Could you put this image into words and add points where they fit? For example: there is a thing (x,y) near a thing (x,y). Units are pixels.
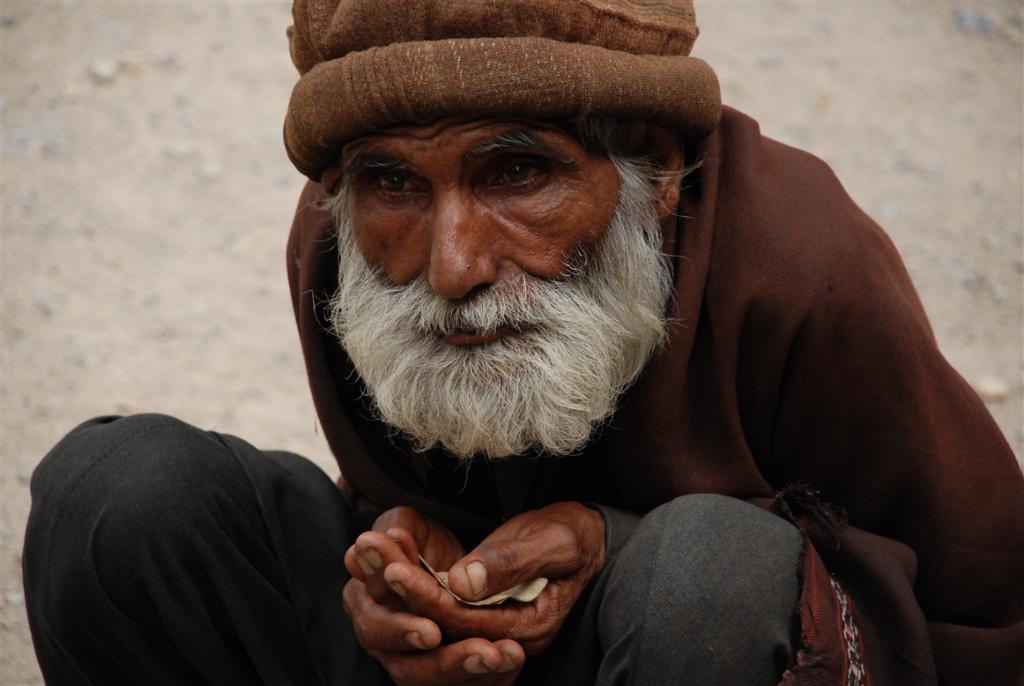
There is an old man (377,347) in the center of the image (417,316), it seems like a wall (211,239) in the background (208,280).
